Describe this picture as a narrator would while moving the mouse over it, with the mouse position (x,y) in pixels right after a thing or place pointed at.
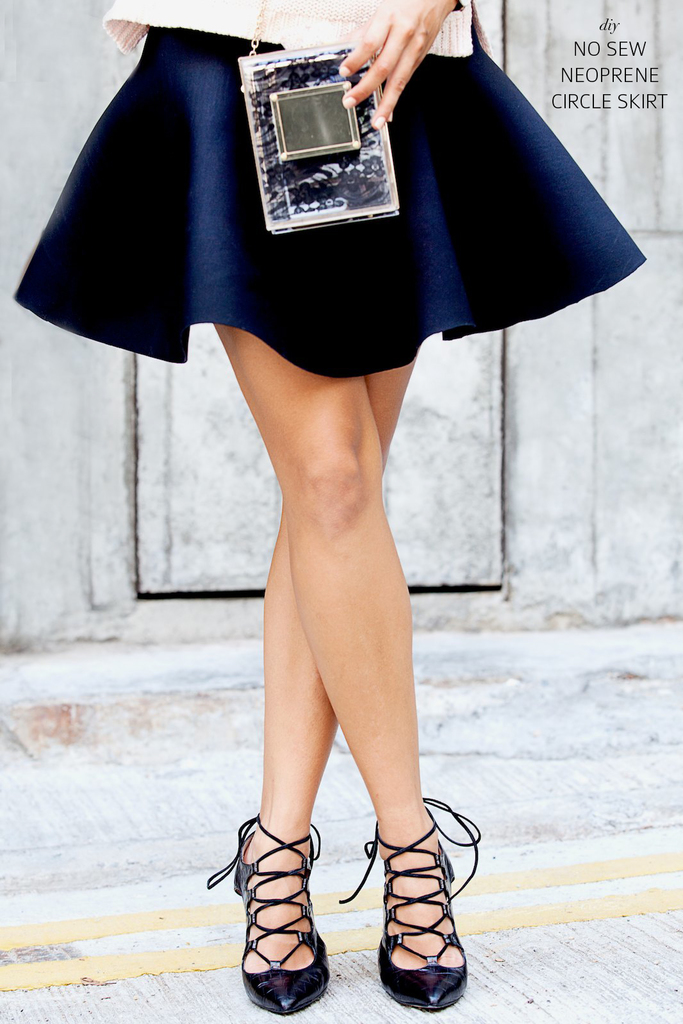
In the image a person (375,246) is standing. Behind her there is wall (632,539).
